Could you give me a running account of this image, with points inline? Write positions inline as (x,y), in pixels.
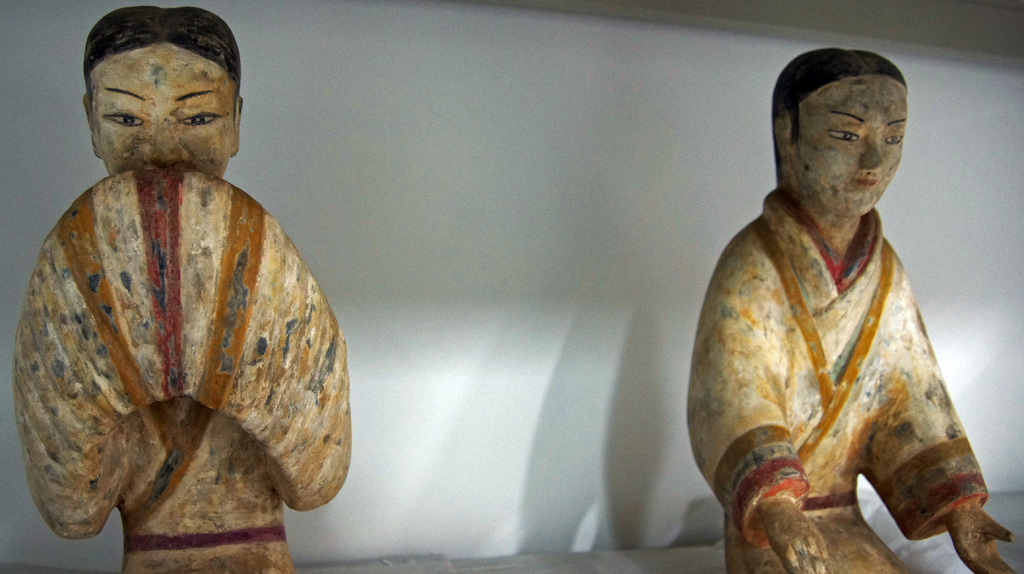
In this picture I can see 2 sculptures (805,244) in front (129,458) and I can see the white color background (487,318).
